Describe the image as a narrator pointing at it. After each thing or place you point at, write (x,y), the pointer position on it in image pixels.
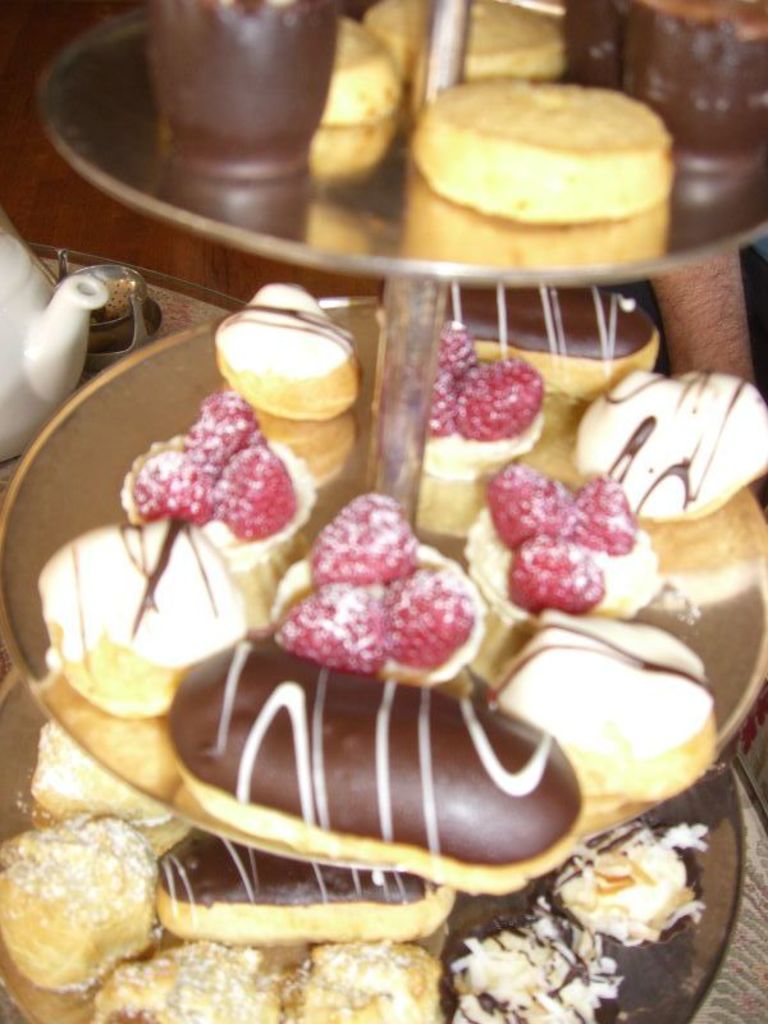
In this image I can see doughnuts (315,686), cake molds (422,678), fruits (413,590), cookies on a cake stand (59,423). In the background (13,363) I can see a kettle (2,421) and some objects (117,298). This image is taken may be in a restaurant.
